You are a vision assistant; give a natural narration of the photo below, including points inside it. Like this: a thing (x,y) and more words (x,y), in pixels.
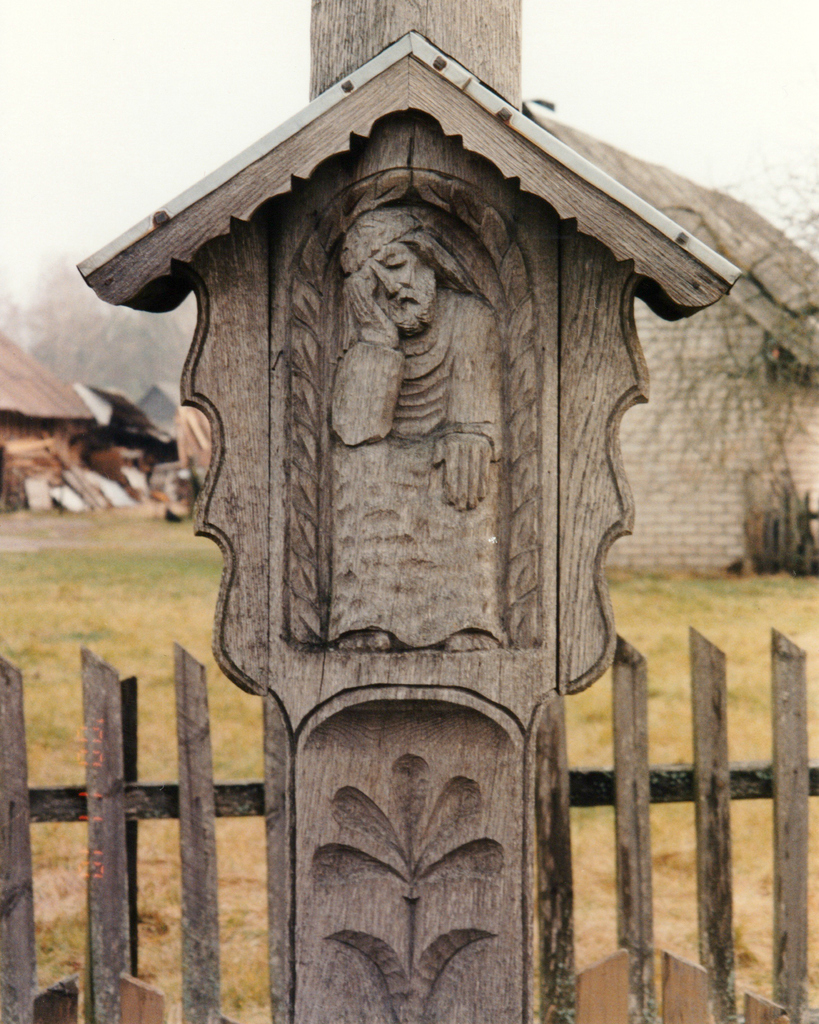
In the center of the image (373,534) we can see a carving (412,591) on the wood (415,281). At the bottom (279,832) there is a fence (797,863). In the background (786,511) there are sheds (68,400) and sky (192,173).
